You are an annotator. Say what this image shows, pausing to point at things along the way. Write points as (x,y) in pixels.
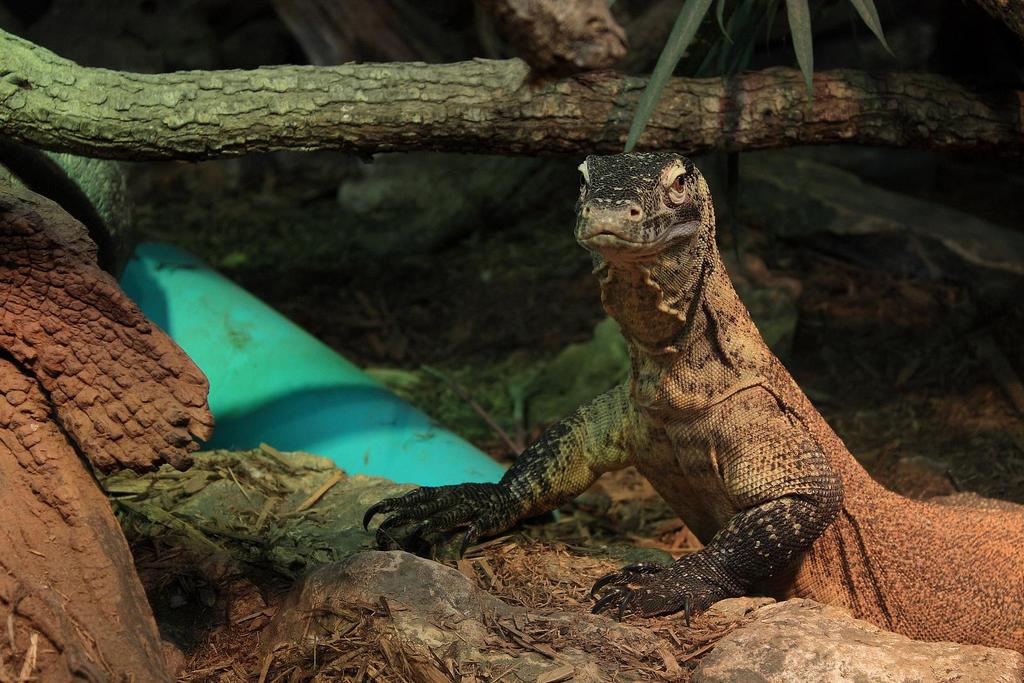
In this image I can see the reptile (716,436) which is in black and brown color. To the side of the reptile (488,506) I can see the tree trunks (69,534), blue color object (291,397) and the plants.
